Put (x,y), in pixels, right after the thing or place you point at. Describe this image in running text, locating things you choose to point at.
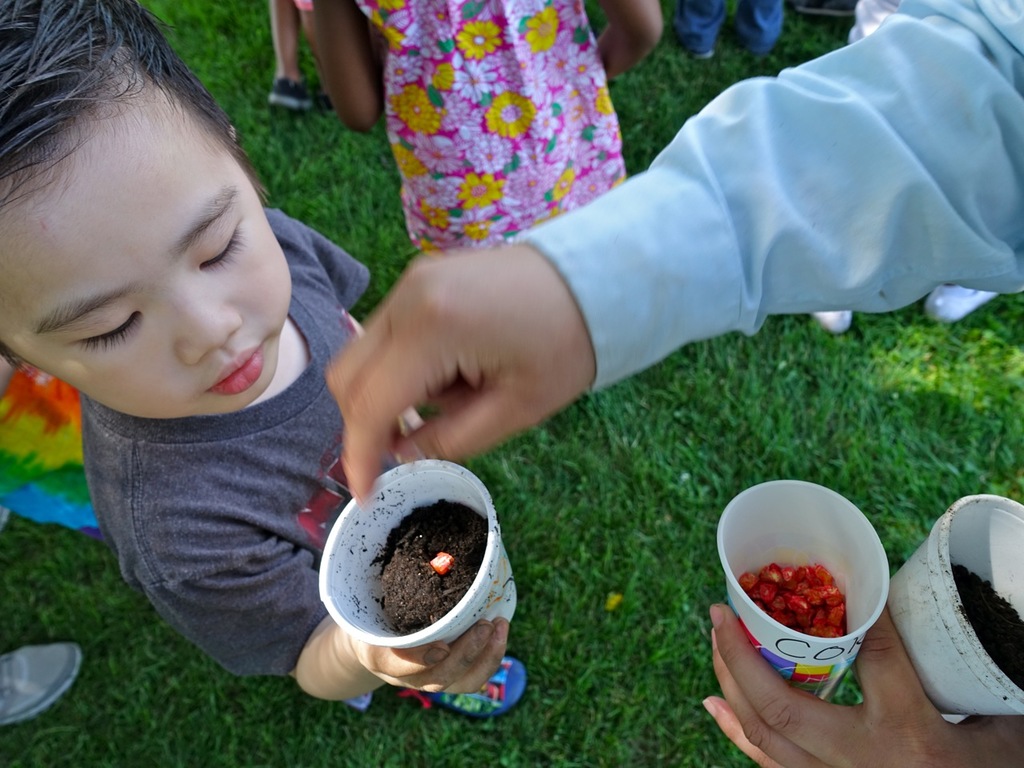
In the image we can see child (209,317) wearing clothes (131,494), shoes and the child (404,657) is holding a glass (455,616) in hand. Here we can see other people (807,186) around wearing clothes (645,253). Here we can see the grass (720,395).
